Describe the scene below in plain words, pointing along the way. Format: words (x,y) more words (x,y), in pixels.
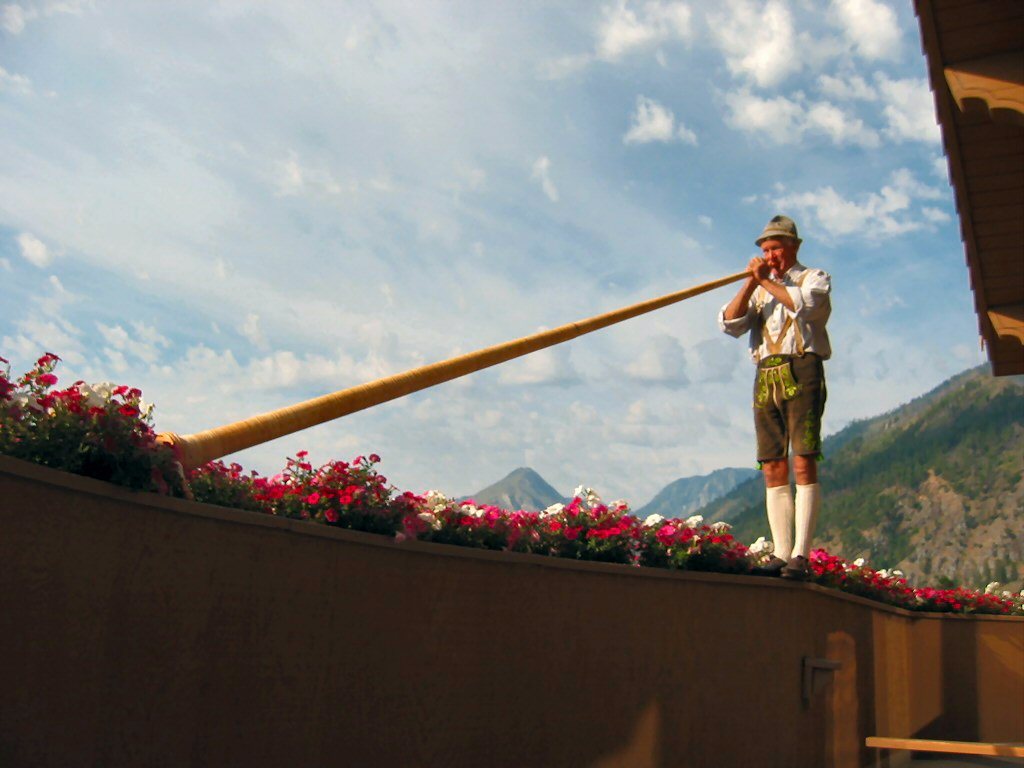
At the bottom of the image (392,634) there is a wall (293,622) with plants (139,464), pink and white flowers (335,512). There is a man (814,337) with white shirt (792,349) is standing and he is holding a big tube (747,276) in his hands (764,266). At the top right corner of the image (984,8) there is a roof (1000,8). And in the background (564,304) there are hills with trees (759,497) and also there is a sky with clouds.
